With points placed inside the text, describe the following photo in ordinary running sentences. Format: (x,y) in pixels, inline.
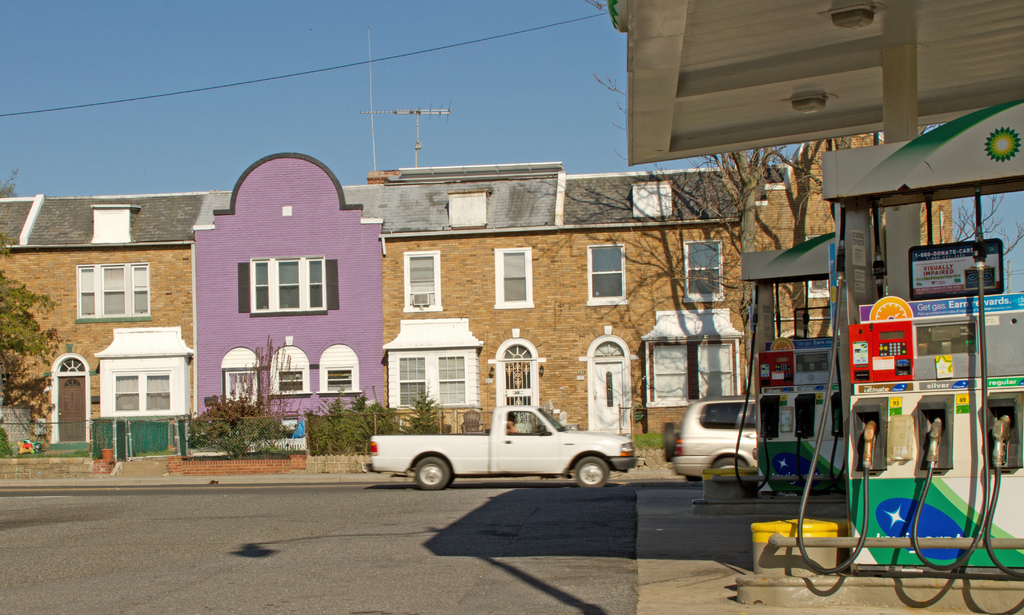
In this image we can see two vehicles (683,439) on the road (494,490). On the right side of the image (808,360) we can see a gas station (802,417) with pipes (983,515) and metal poles (876,543). In the background (685,258), we can see a building (374,282) with group of windows (666,364) and doors (82,400), a group of trees (26,332) and sky (323,112).
